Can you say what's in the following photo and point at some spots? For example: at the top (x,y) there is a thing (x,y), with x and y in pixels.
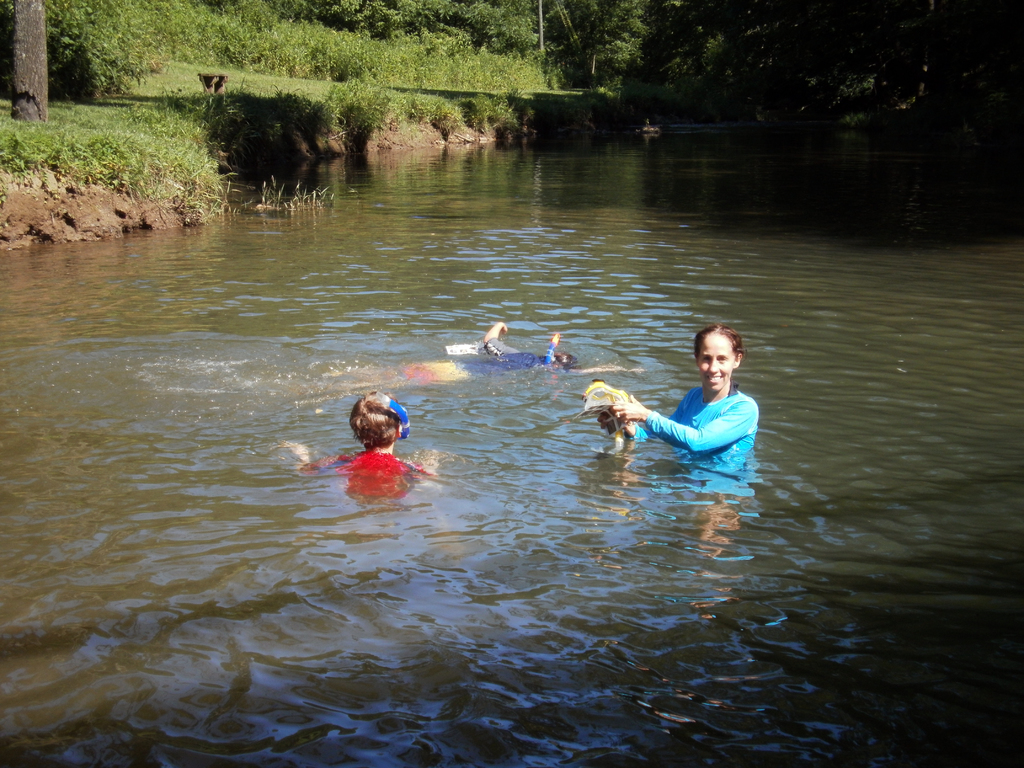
In the background (548,58) we can see the trees (620,58), plants (548,58), grass (87,147). On the left side of the picture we can see a branch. In this picture we can see the water (669,307). We can see a person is swimming in the water (580,296). We can see a woman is holding an object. We can see a child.
